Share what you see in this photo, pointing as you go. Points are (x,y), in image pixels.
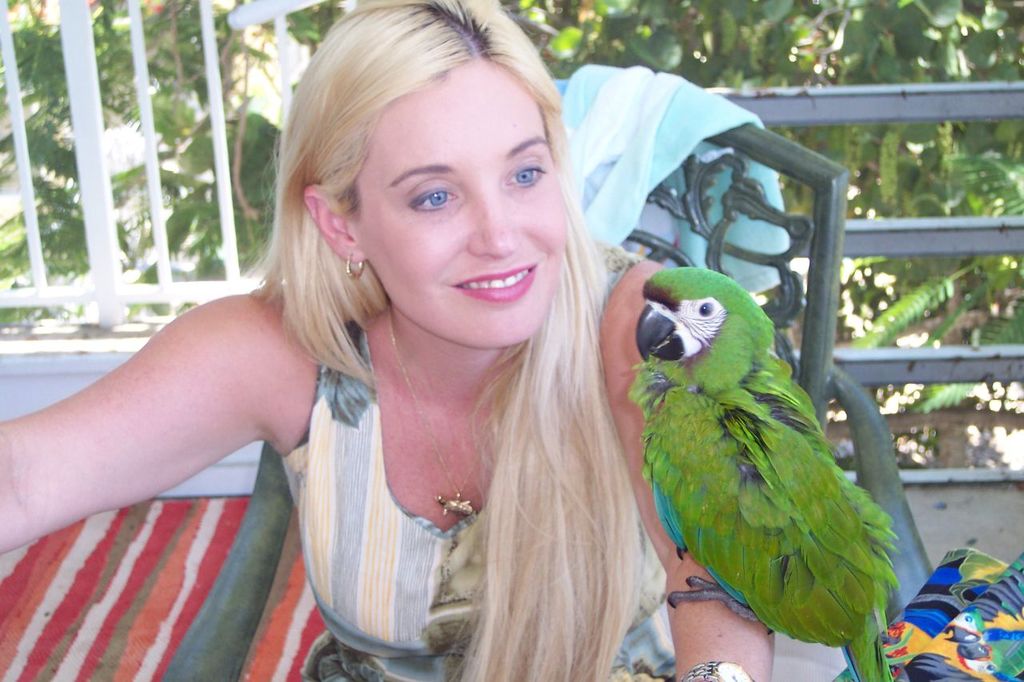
In this image we can see a woman (598,499) sitting on chair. There is a bird (684,513) on her hand (633,437). In the background of the image (936,246) there is railing (968,228). There are trees (793,47).
